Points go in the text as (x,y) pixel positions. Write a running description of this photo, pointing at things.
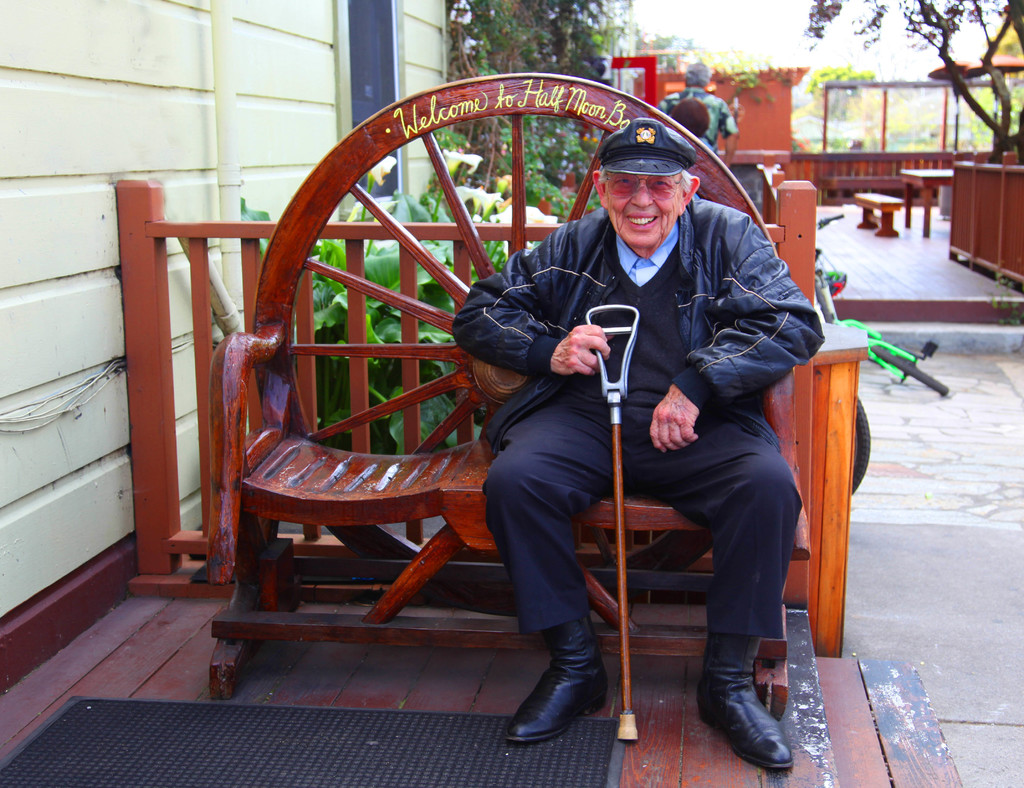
Here we can see a old man (721,220) with a stick (630,714) in his hand (574,357) wearing a cap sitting on a bench (263,392) and behind him we can see plants (424,298) and trees (1005,137) present.
